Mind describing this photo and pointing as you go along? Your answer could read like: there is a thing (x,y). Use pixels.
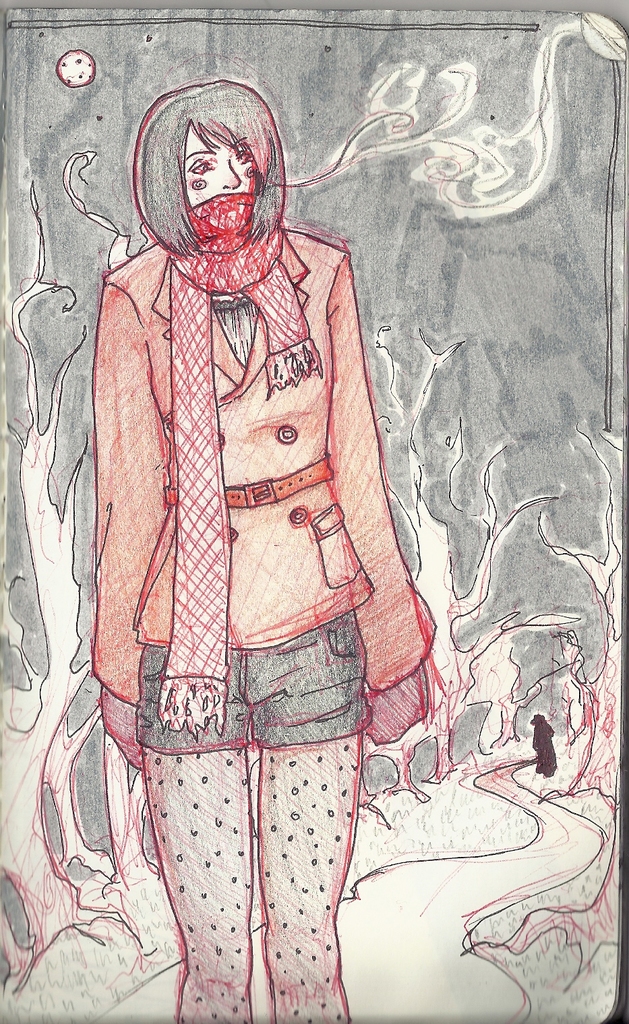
In this image I can see a drawing of a woman (409,645) standing and wearing a scarf (221,267) on her face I can see another person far behind.
